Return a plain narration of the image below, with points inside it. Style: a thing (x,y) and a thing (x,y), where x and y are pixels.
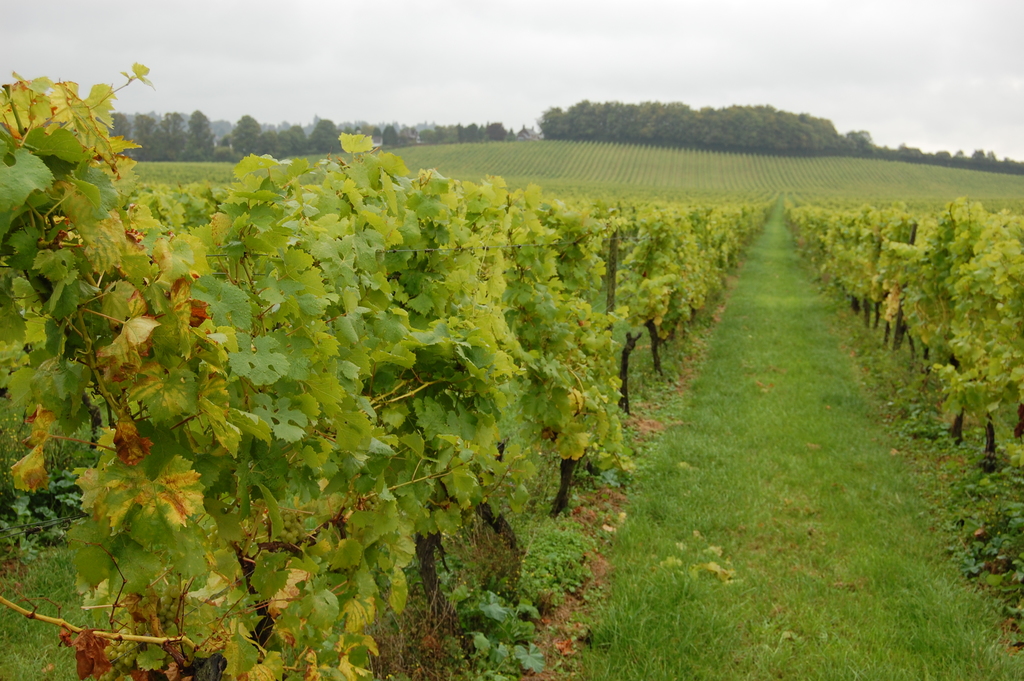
In this image we can see plants (413,344). On the ground (731,479) there is grass (797,505). In the back (345,128) there are trees (434,128). Also there is sky (410,66) with clouds (432,83).
